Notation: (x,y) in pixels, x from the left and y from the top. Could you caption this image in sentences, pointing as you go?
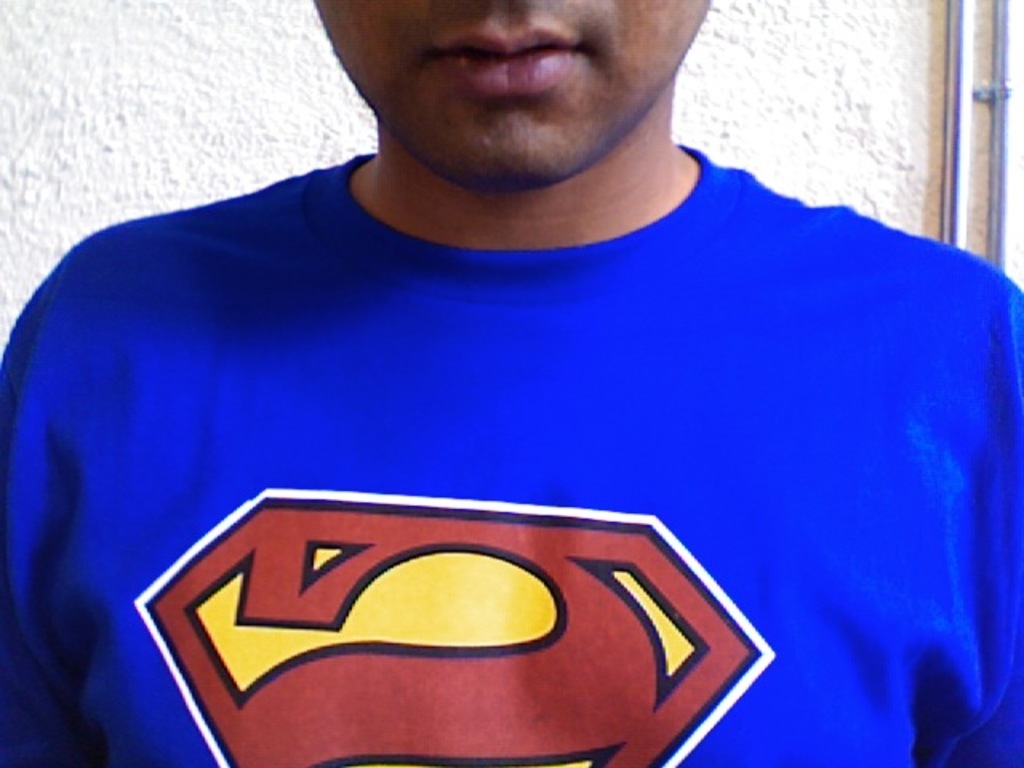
In this image in the foreground (473,293) there is one person (493,320) who is wearing a blue color t shirt (770,371), and in the background (832,86) there is wall (161,54).
